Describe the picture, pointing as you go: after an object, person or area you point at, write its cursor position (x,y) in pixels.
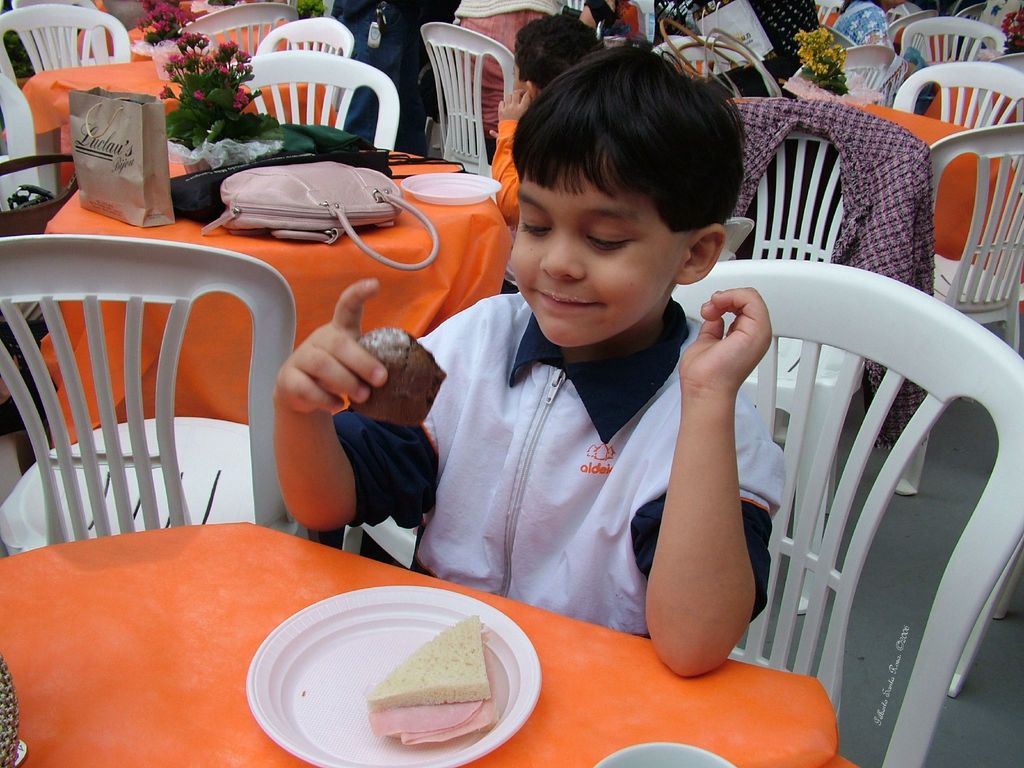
The kid (675,434) is sitting in a chair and holding a cake (415,370) in his hand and there is a table (383,560) in front of him which has a sandwich (458,684) in a plate (378,637) on it and there are group of people (413,73) sitting in the background (509,24).
